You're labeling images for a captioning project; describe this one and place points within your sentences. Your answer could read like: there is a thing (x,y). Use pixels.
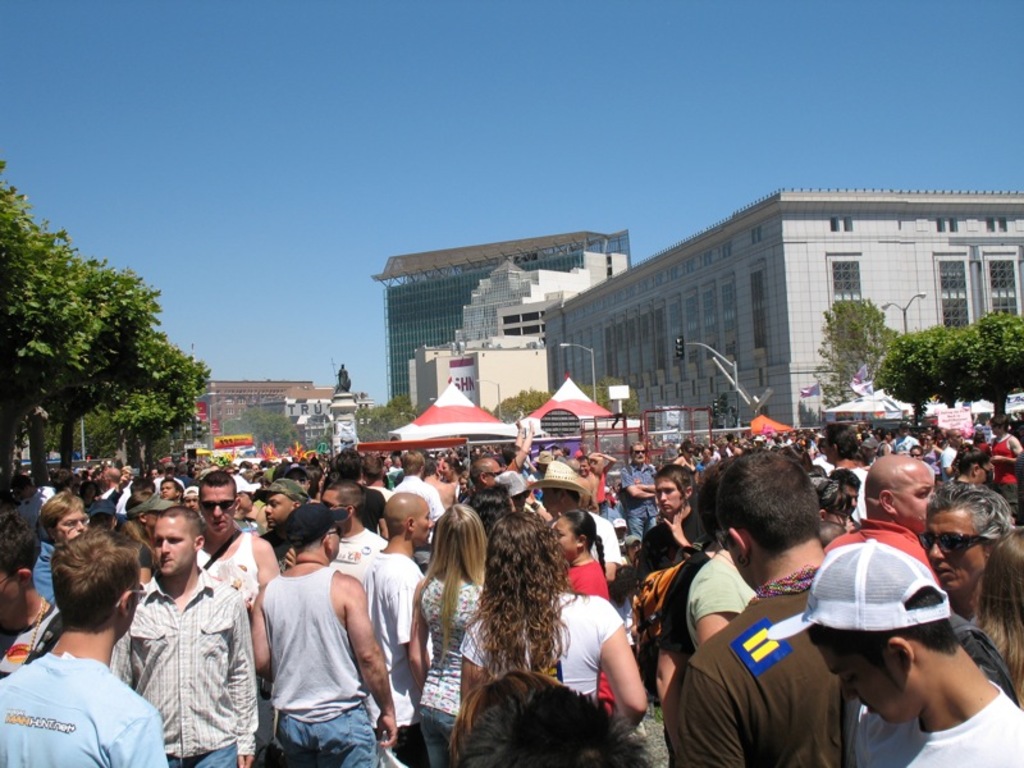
In this picture there are people (16,501) and we can see trees (387,412), sculpture (349,381) on the platform (353,410), poles (898,305), lights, traffic signal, buildings (677,304) and boards (944,413). In the background of the image (595,123) we can see the sky (641,162).
